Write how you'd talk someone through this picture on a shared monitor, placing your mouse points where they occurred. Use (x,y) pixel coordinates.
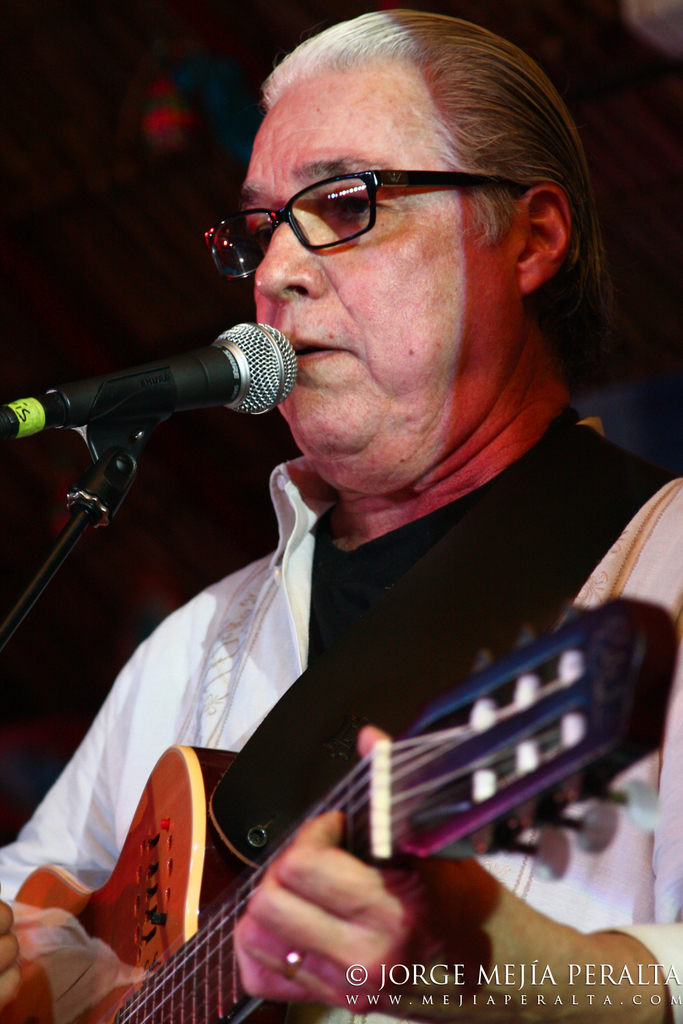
In this image there is a man (284,487) playing a guitar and singing a song in the microphone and there is a dark back ground (268,10).
